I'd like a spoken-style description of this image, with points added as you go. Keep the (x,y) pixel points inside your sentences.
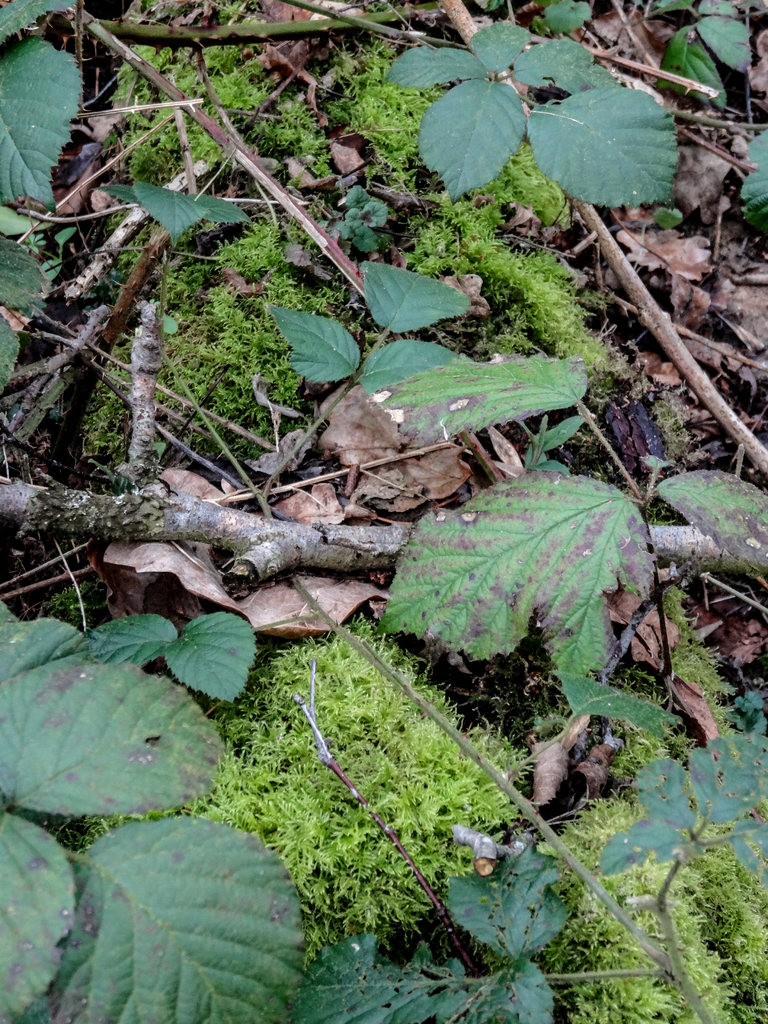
Here we can see green leaves (556,640), branches (605,679) and grass (538,183).
